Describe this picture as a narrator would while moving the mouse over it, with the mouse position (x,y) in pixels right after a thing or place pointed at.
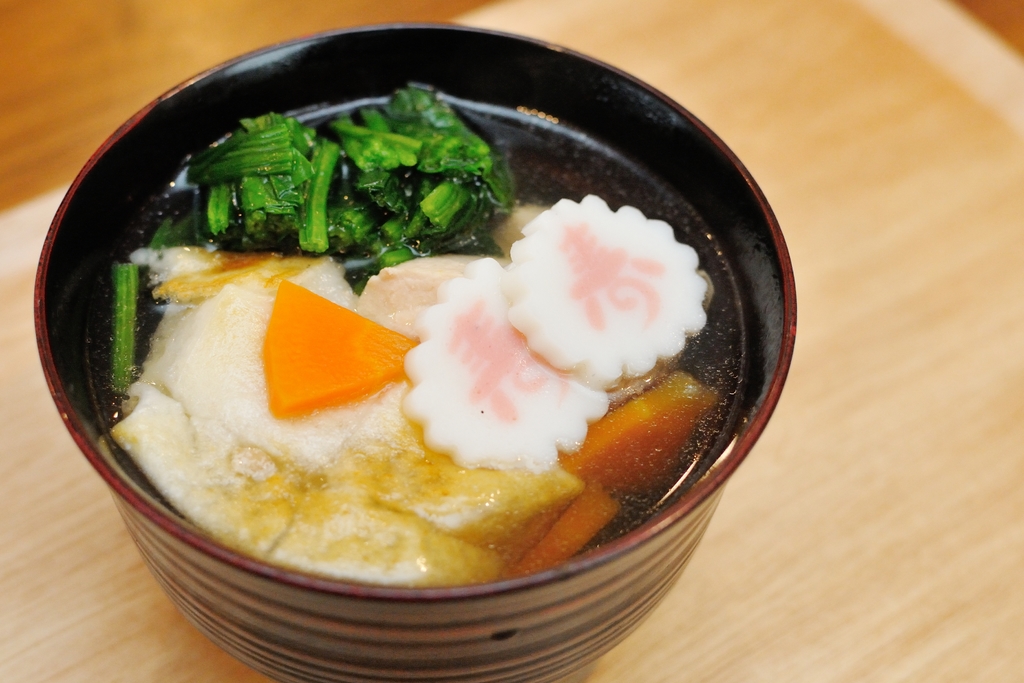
In this image we can see a bowl (251,602) in which food item (380,410) is there. In the background of the image (39,663) is a wooden surface (783,90).
